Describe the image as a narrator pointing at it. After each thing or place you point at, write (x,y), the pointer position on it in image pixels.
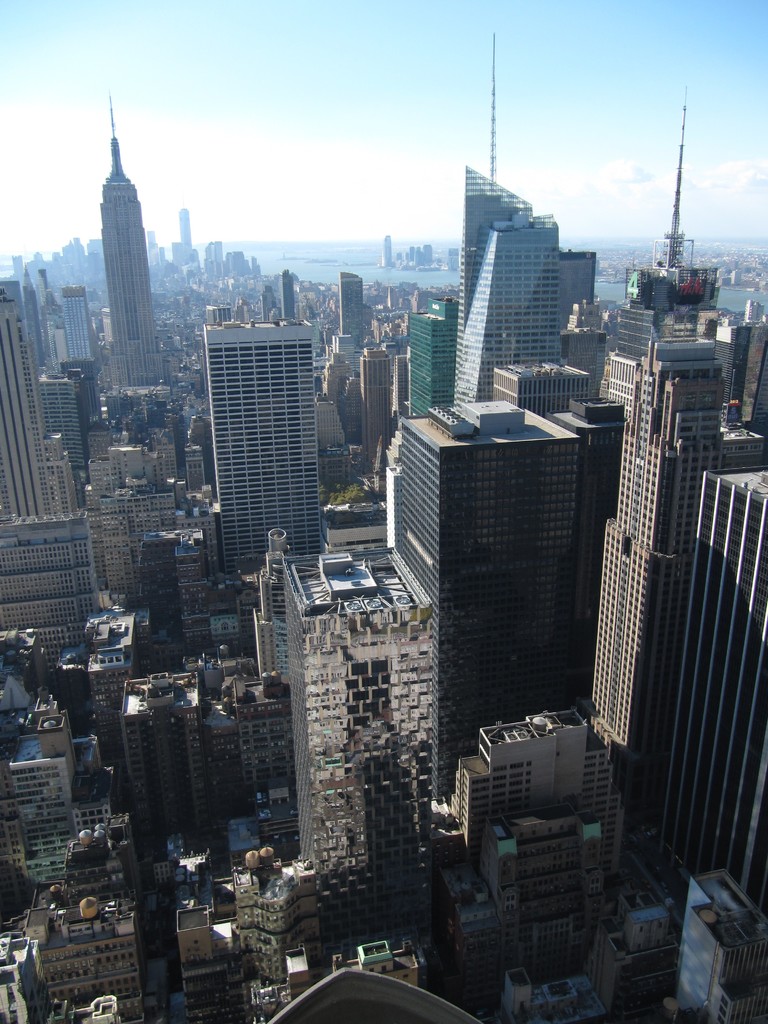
This image consists of many buildings (315,931) and skyscrapers (115,290). At the top (235,119), there is a sky (268,103) in blue color.
